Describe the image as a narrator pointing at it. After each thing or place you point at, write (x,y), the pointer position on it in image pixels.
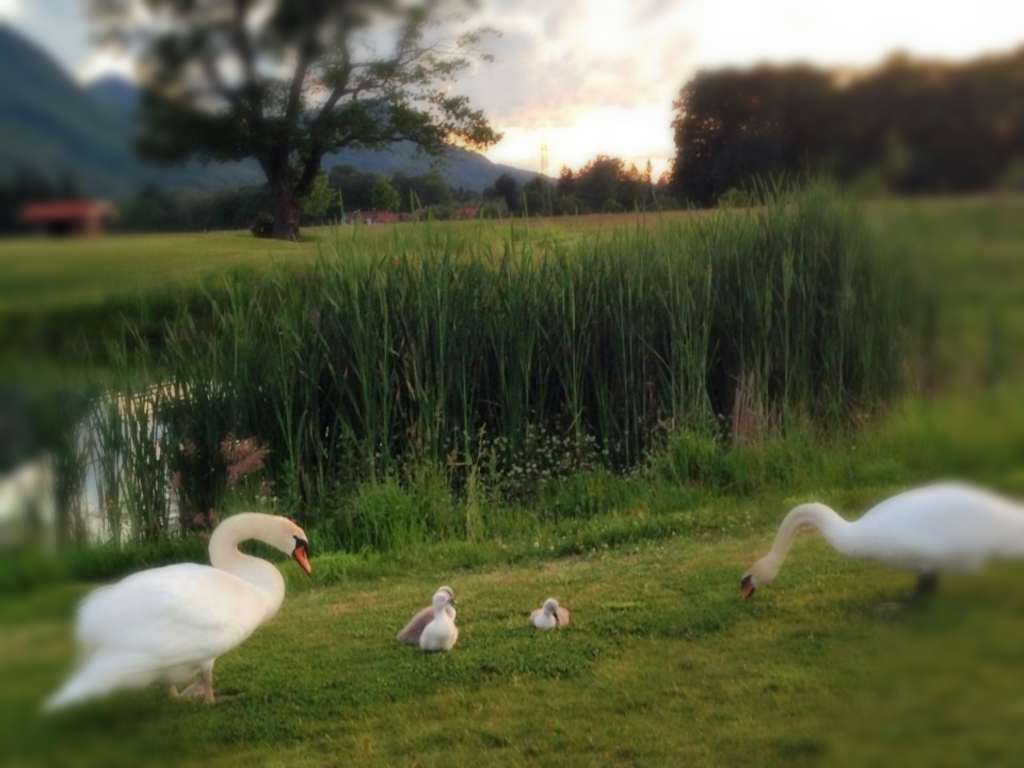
In this image we can see swans (196,623) and cygnets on the ground (238,652), trees (258,216), building (100,215), hills (417,172) and sky (546,104) with clouds (635,104).
